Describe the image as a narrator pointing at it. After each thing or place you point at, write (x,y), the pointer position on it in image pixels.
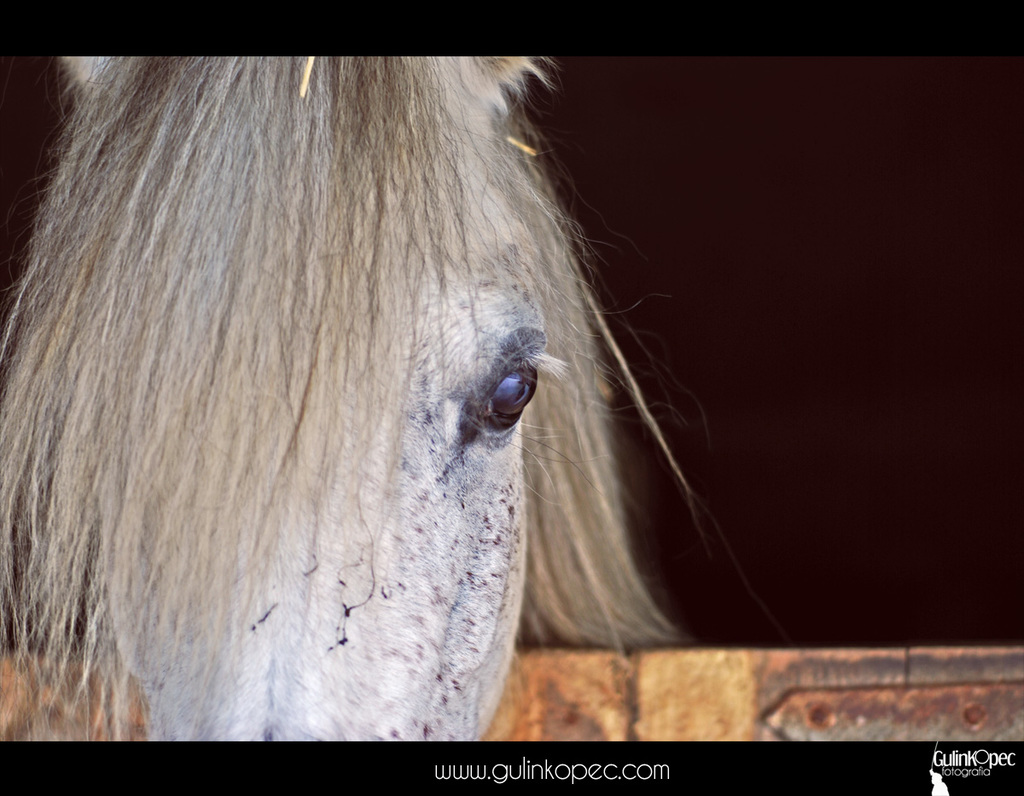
In this image we can see there is a horse (419,638), in front of the horse (450,678) there is a wooden fence (582,692). The background (881,561) is dark. At the bottom of the image (655,768) there is some text (595,768).
